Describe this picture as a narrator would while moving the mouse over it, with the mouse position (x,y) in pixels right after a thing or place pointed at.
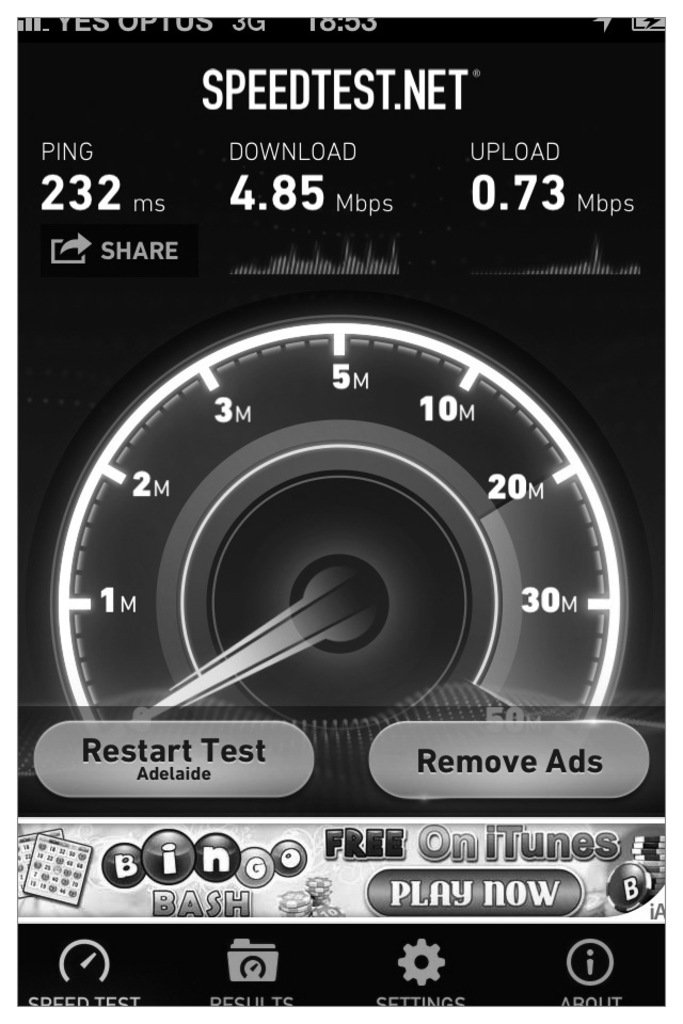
This is an animation in this image in the center (455,504) there is a speed meter (184,645) and on the top (252,191) and at the bottom of the image (161,901) there is some text (412,892).
